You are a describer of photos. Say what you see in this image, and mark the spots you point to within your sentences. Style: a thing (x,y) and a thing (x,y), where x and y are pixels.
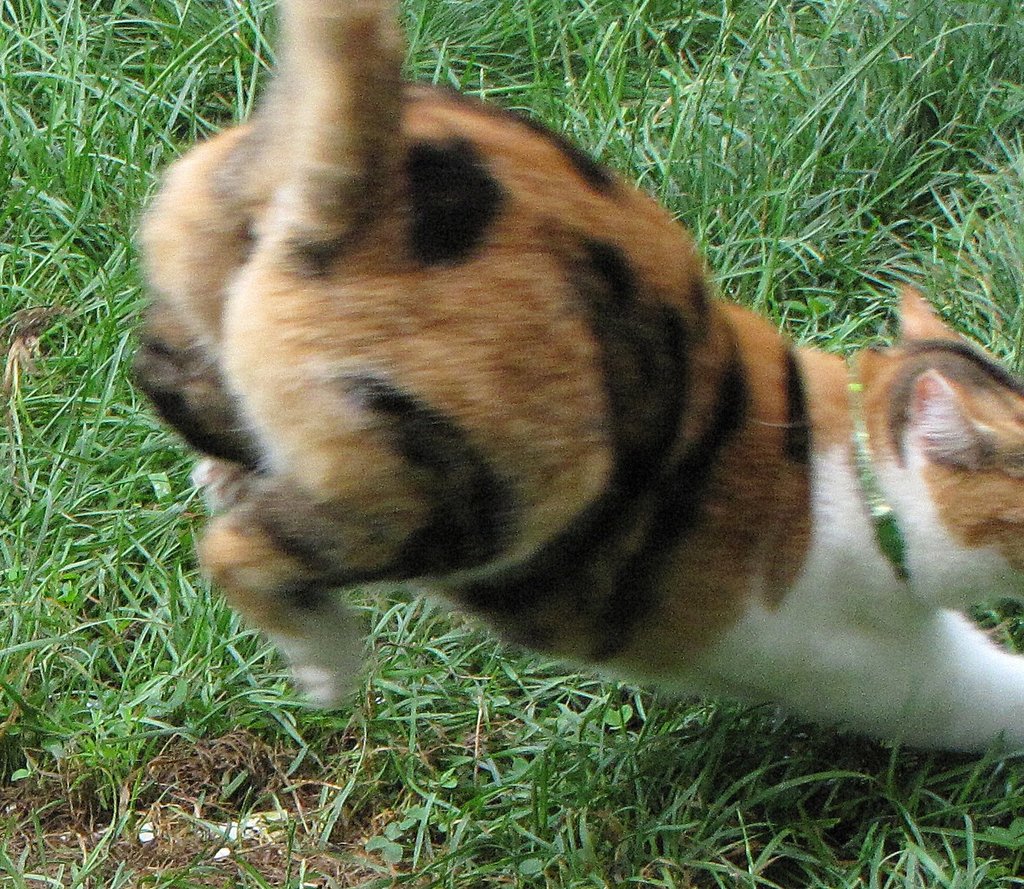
In this image in the center (373,393) there is one cat (479,335), and in the background (626,813) there is a grass (368,862).
